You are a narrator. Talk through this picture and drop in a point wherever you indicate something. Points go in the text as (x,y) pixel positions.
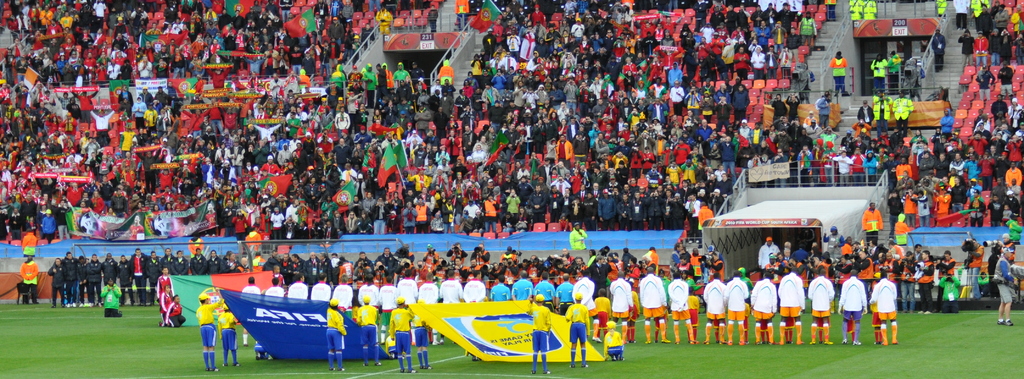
In this picture I can see few people (470,299) standing in the ground (285,373) and few boys (418,319) are holding banners (553,342) with some text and a flag (224,286), I can see audience (426,91) few are seated and few are standing and I can see few of them holding flags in their hands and I can see few camera men (961,267) on the right side (979,280).
